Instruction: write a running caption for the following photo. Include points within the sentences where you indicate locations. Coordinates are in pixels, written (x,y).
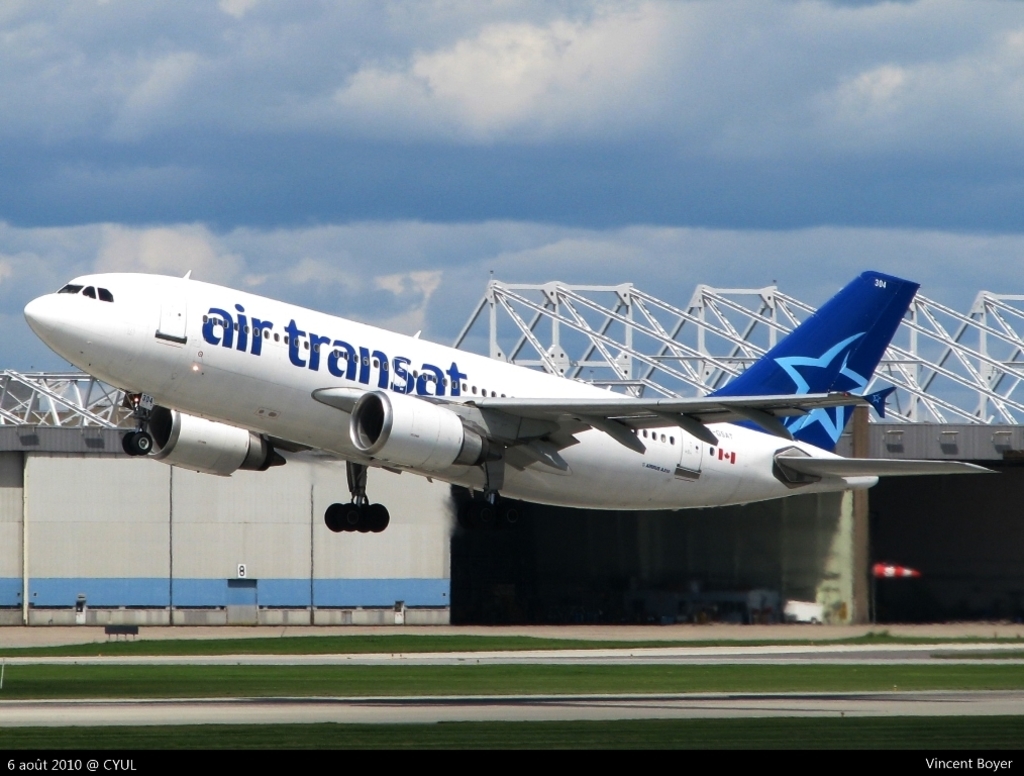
In this picture there is an aeroplane (288,377) in the center of the image (424,389) and there is grass land (95,651) at the bottom side of the image (479,673), there is boundary (909,351) in the background area of the image (91,437).
